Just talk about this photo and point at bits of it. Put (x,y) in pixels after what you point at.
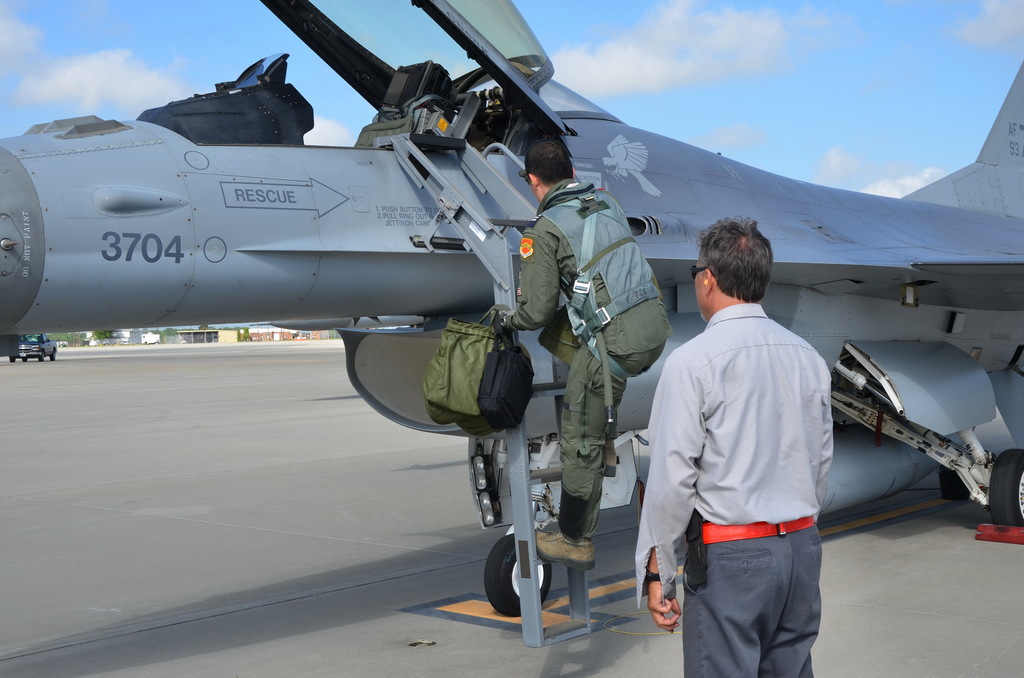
At the center of the image (477,285) there is an aircraft (530,432). One person (584,367) is climbing the stairs (540,475) of an aircraft (542,493), in front of this person (607,385) there is another person (759,591) standing. In the background (708,26) there is a sky (729,45).
